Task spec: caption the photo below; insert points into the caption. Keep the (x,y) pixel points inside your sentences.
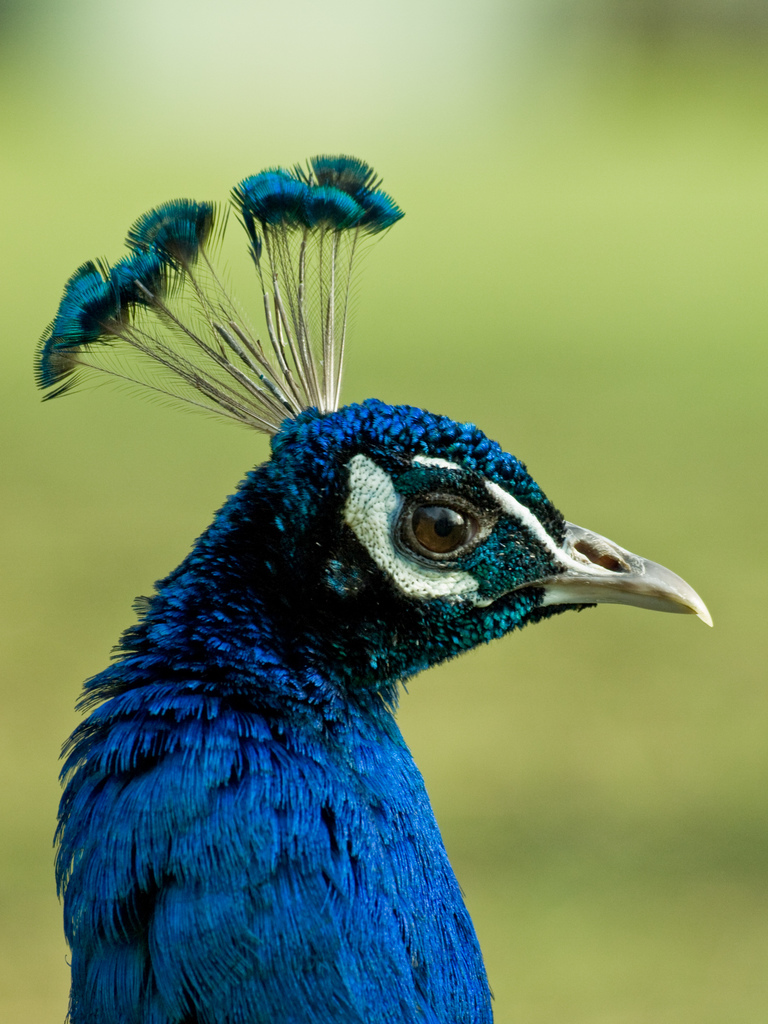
In this image there is a peacock (315,617). The background is blurry.
